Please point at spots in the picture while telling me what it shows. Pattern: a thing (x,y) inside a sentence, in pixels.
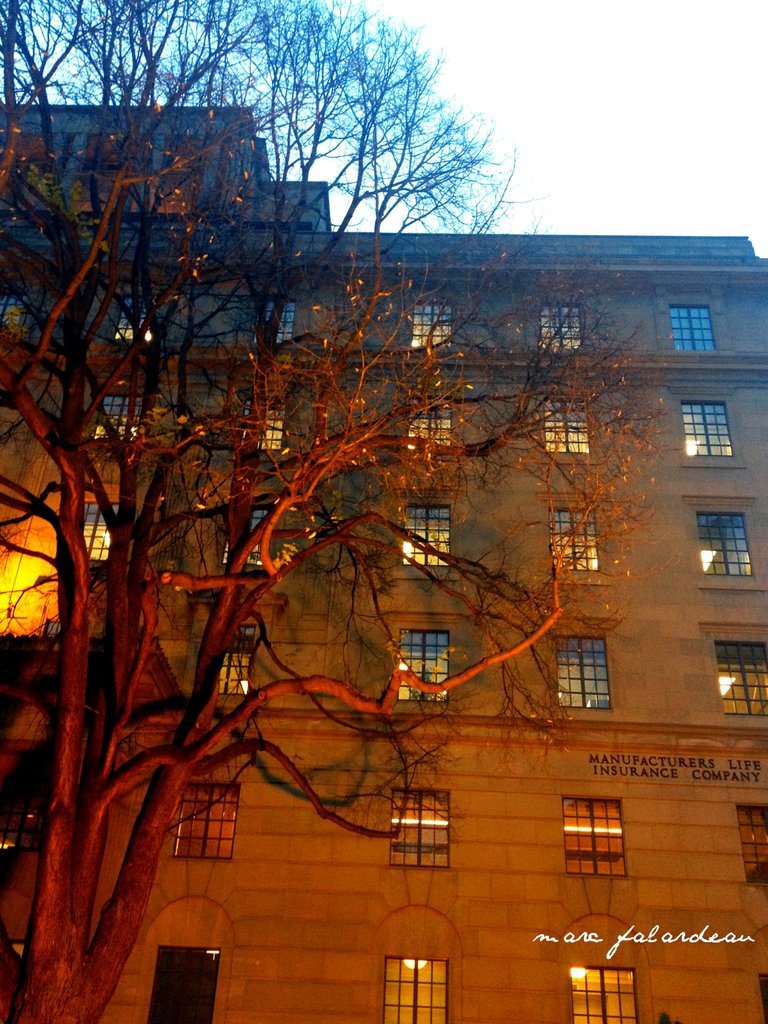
In this picture there is a building (608,257). We can observe a tree (141,376) with no leaves (268,650). In the background (576,199) there is a sky (583,174).
